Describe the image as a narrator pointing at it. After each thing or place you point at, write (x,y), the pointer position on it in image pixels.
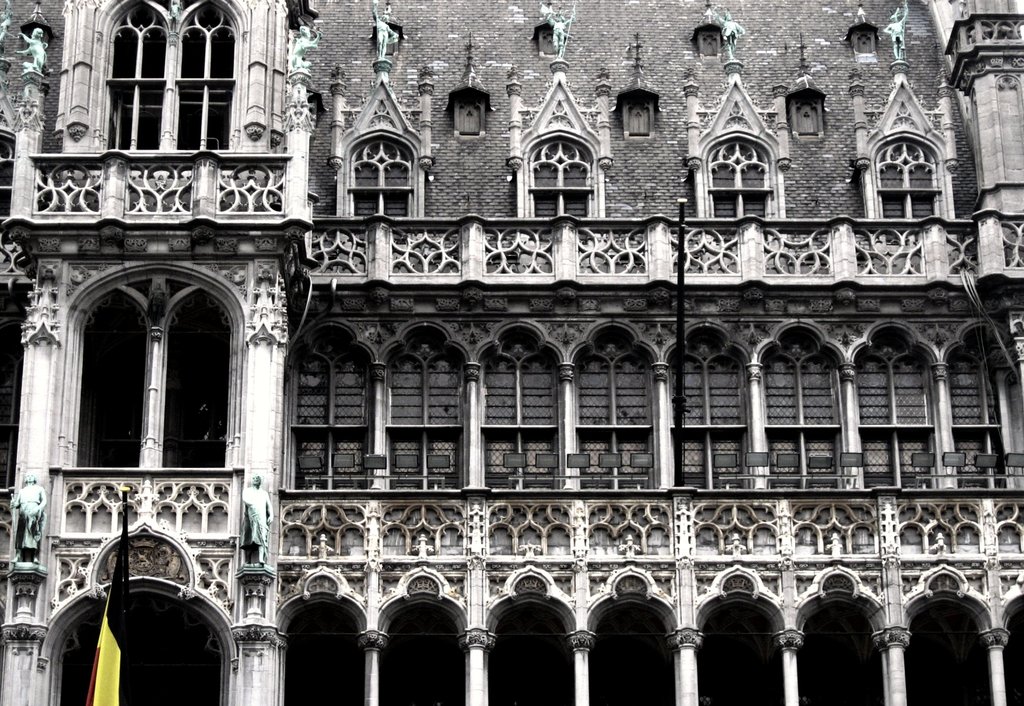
In this image, on the left side (118,688), we can see a flag (118,701). In the background (690,250), there are some sculptures (164,561), buildings (372,365), windows (112,428), pillars (690,637).
